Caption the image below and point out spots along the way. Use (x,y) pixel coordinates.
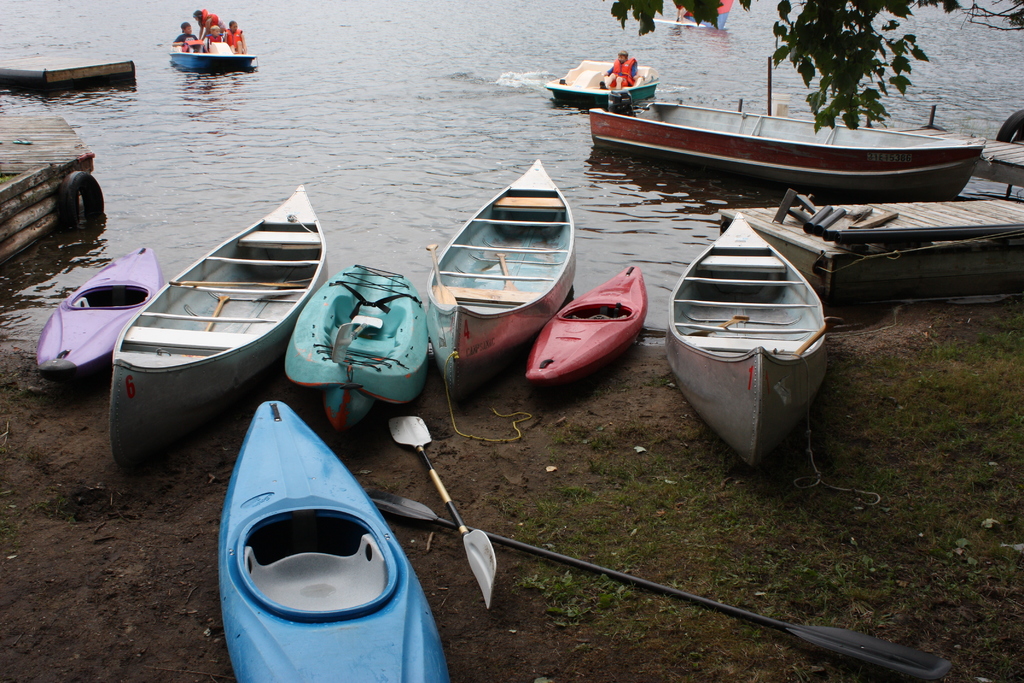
In this picture there are some people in the boats (713,25), on the water (161,77) at the top side of the image (642,206) and there are other boats (334,420) and oars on the grassland (664,540) at the bottom side of the image (480,462), there is a tree (693,8) at the top side of the image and there is a dock (94,189) on the left side of the image (54,219).
